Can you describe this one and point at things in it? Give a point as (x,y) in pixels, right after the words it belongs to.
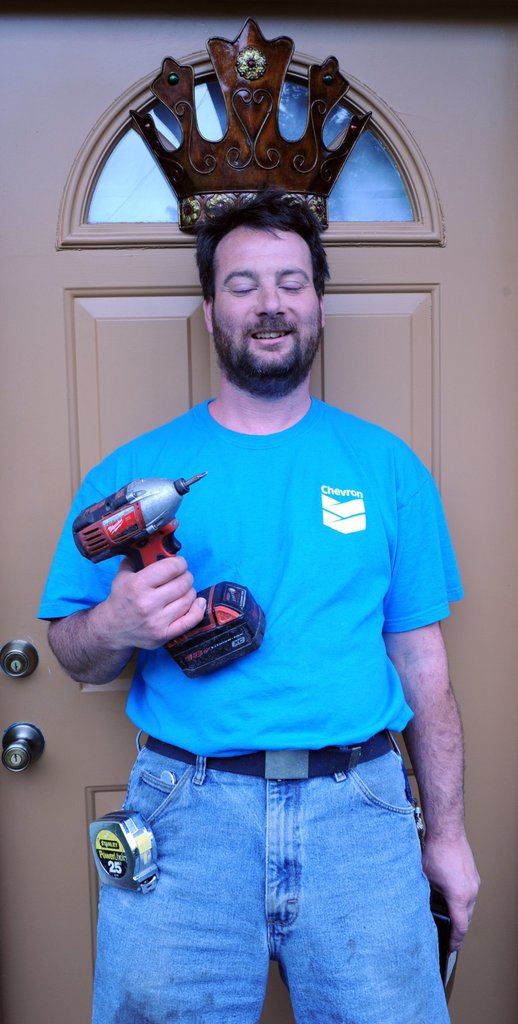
In this image there is a man (363,774) standing. He is smiling. He is closing his eyes (291,291). He is holding an impact wrench (103,532) in his hands (141,629). Behind him there is a door (142,355). To the left (18,751) there are knobs (23,650) to the door (34,681). At the top (187,145) there is a sculpture (262,158) of a crown (258,157) on the door (336,126).
